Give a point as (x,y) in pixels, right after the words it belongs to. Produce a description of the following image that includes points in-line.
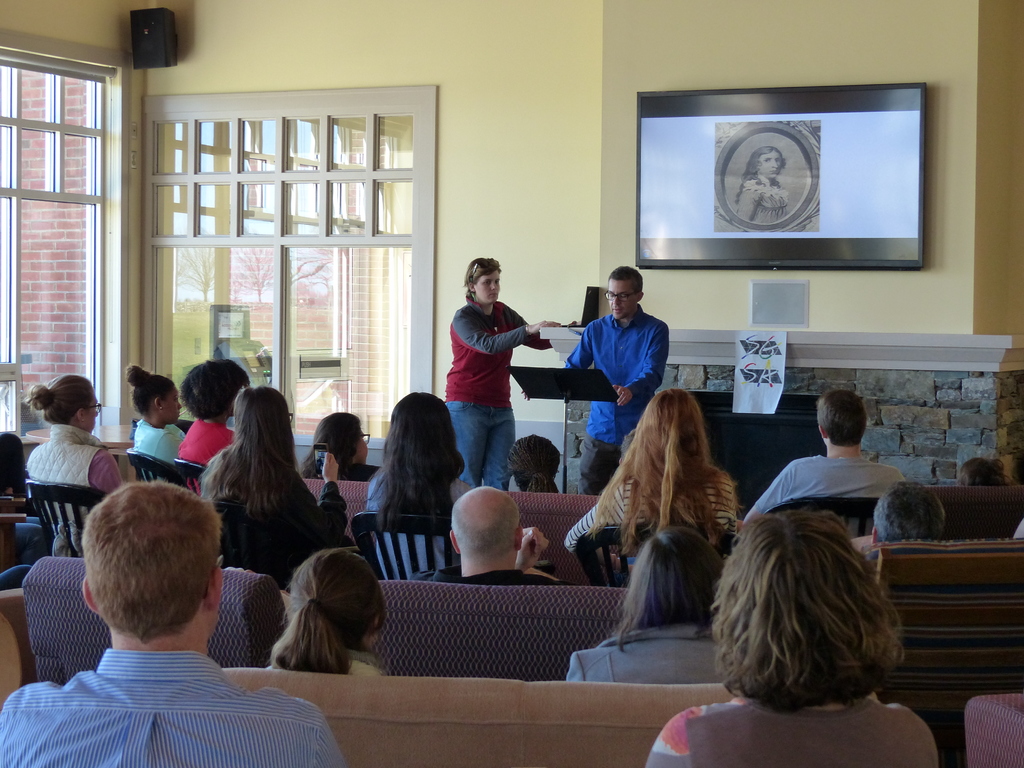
In this image we can see many people (737,586) sitting. Some are sitting on chairs (597,578). Some are sitting on sofas (573,611). In the back (656,339) there are two persons (627,348) standing. In front of him there is a stand (566,419). In the back (565,160) there is a wall (499,59). On the wall (574,181) there is a screen (793,191). Also there is a speaker (157,38). Also there are windows (194,216).
